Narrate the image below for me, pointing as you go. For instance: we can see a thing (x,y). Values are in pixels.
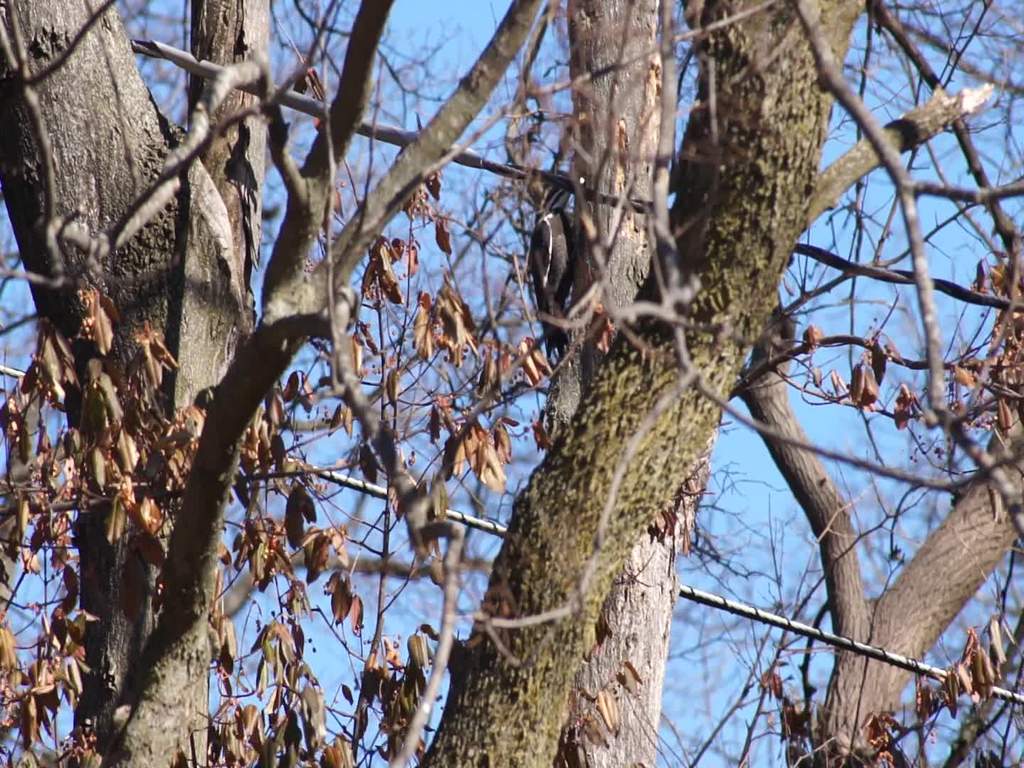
In the middle of the image (564,269) we can see a bird (534,272), and we can find few trees (691,200) and cables (886,268).
